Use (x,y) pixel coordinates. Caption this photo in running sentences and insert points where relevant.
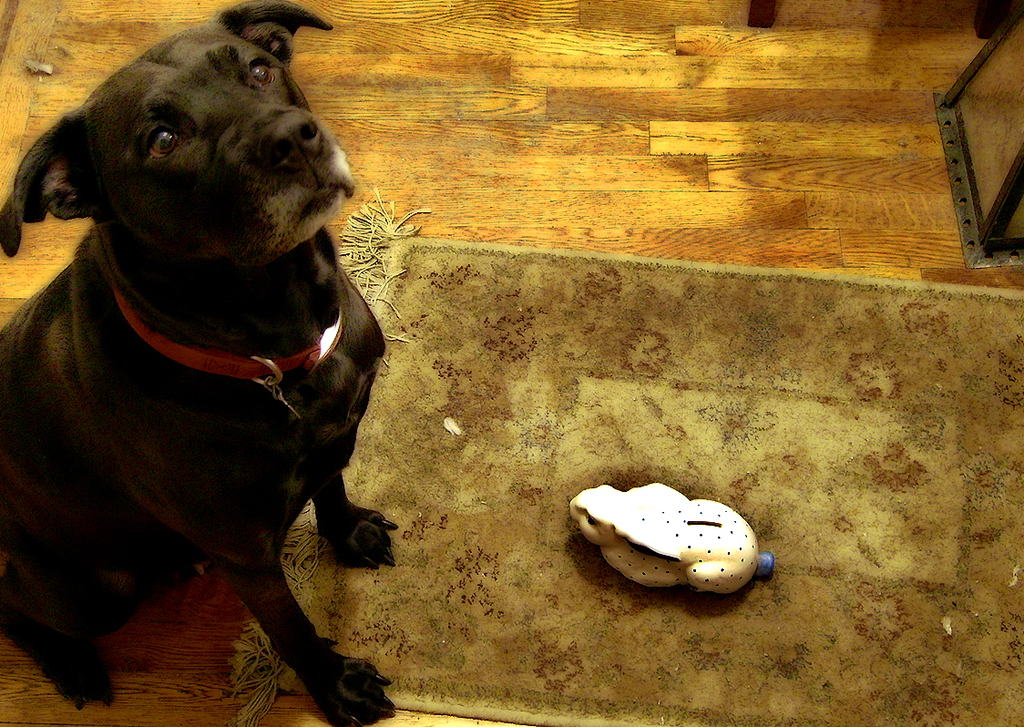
In this picture I can observe a dog (82,379) sitting on the floor (432,222). The dog (226,256) is on the left side (209,298). I can observe that this dog (163,358) is in black color. There is a cream color floor mat (648,418) on the floor (685,200). In front of the dog (312,494) there is a white color toy (640,510) placed on the mat (560,546).
